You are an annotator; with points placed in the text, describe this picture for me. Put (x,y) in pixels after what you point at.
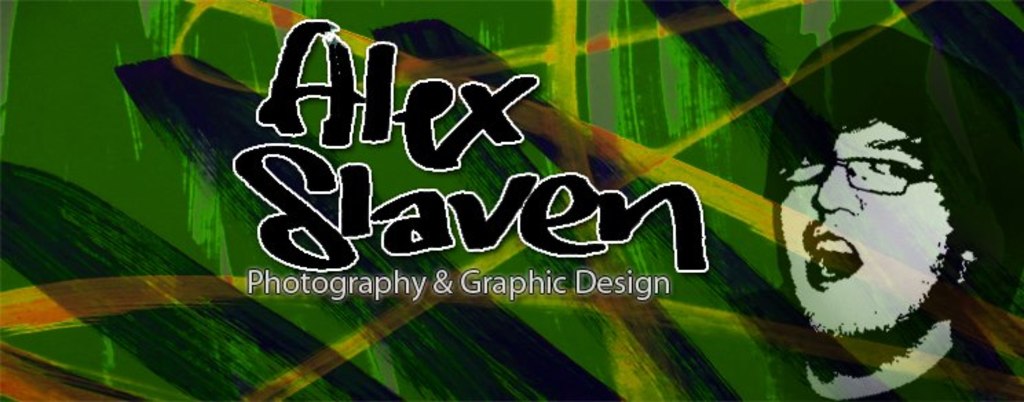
In this image we can see text (296,131) and depiction of a person (920,311).
